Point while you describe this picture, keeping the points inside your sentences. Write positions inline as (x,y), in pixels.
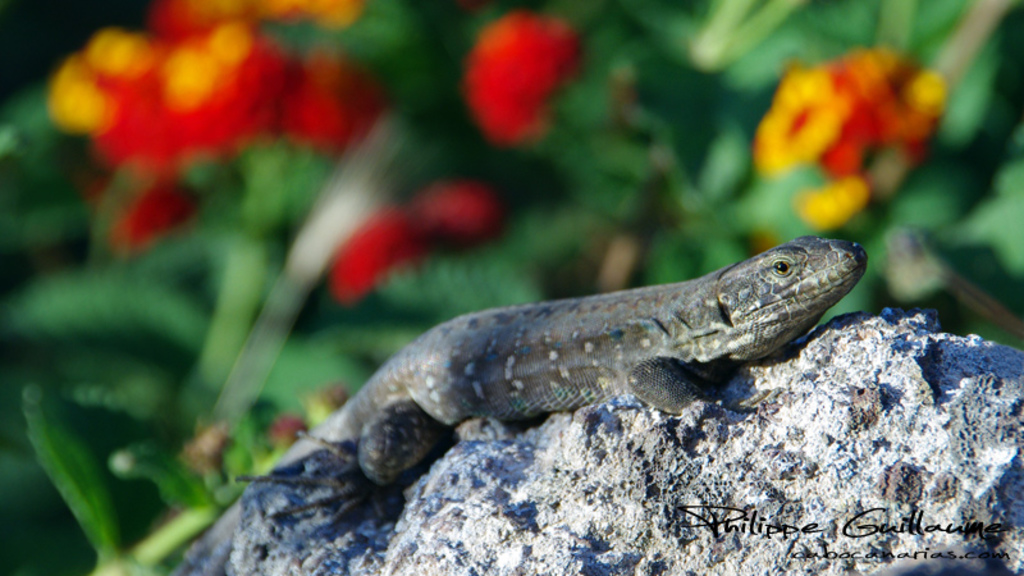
In this image I can see lizard (858,252) visible on the stone (581,432) and in the background (317,129) I can see flowers (333,128) and trees (593,148).
